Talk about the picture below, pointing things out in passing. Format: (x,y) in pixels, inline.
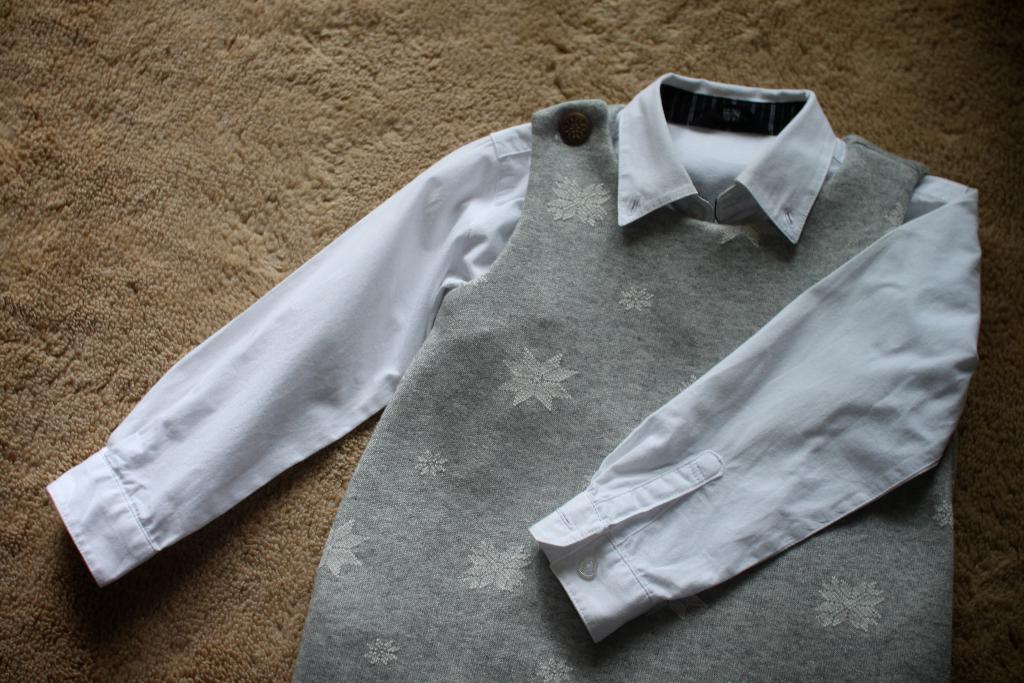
In this image I can see the white and ash color dress (500,254). It is on the brown color surface (191,223).
